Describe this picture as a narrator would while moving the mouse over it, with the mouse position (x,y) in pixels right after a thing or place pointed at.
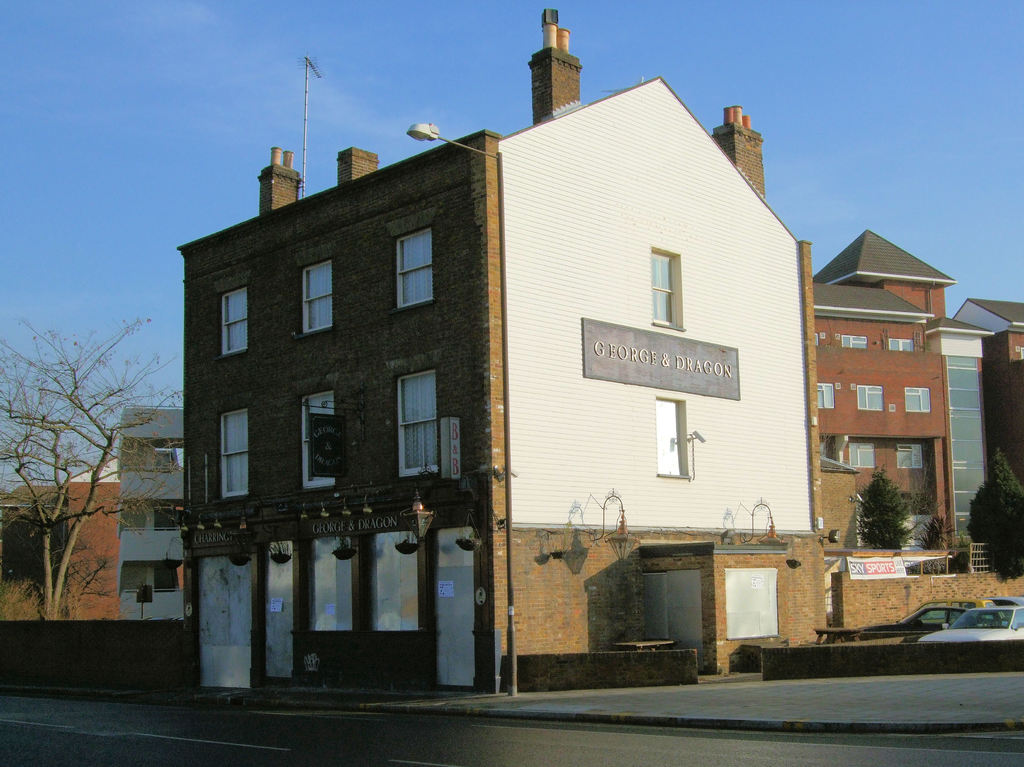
In this image there are buildings (440,353), trees (119,481), vehicles (911,620), sky (707,89), boards (701,362) and objects (627,557). Something is written on the boards (669,365).
